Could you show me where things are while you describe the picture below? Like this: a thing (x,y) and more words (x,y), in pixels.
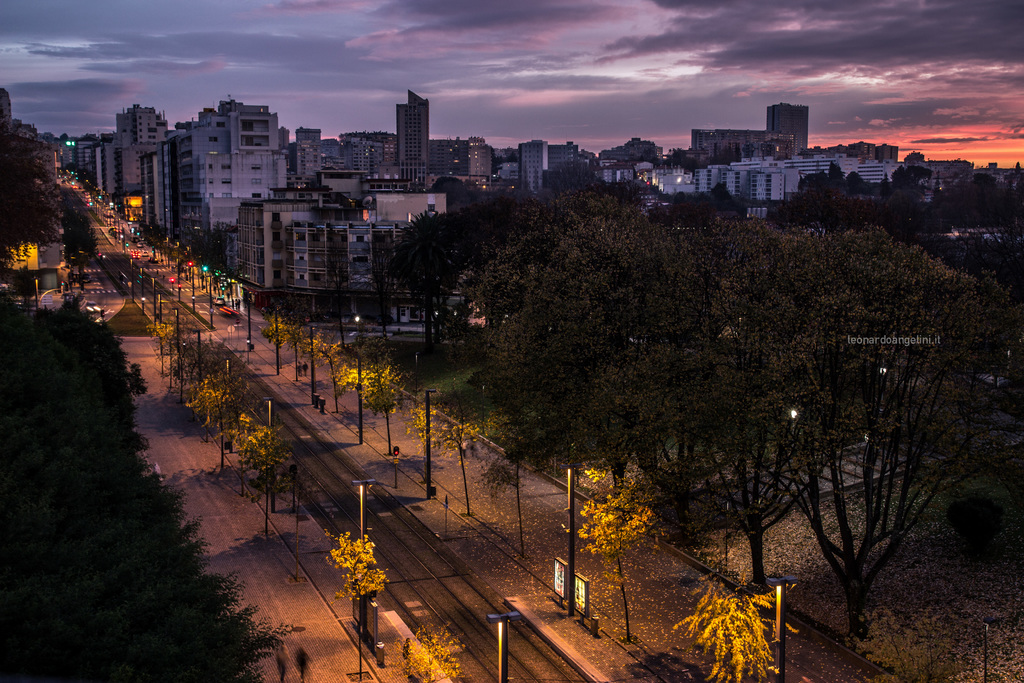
This picture is clicked outside. In the center (430,399) we can see the trees (274,429), poles (500,682) and the railway track (496,662). In the background (345,52) we can see the sky (482,60) and we can see the buildings (297,206), skyscrapers (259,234), lights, vehicles (101,309) and many other objects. On the right (912,340) we can see the text (897,344) on the image.
